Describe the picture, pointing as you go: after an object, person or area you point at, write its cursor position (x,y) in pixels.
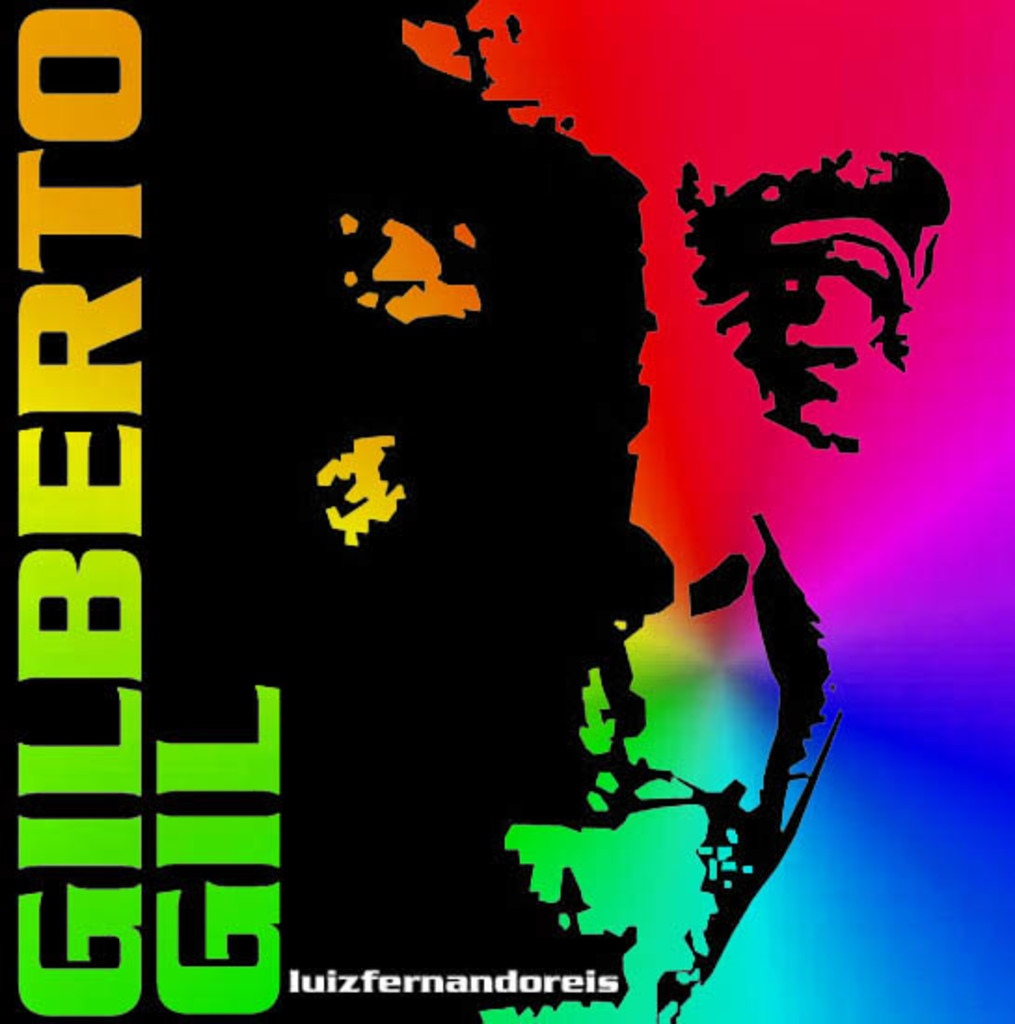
In this image there is text (46,788) to the left (274,831). It seems to be a poster (510,744). There is a painting (697,497) of a face (628,719) of a person (583,441).
